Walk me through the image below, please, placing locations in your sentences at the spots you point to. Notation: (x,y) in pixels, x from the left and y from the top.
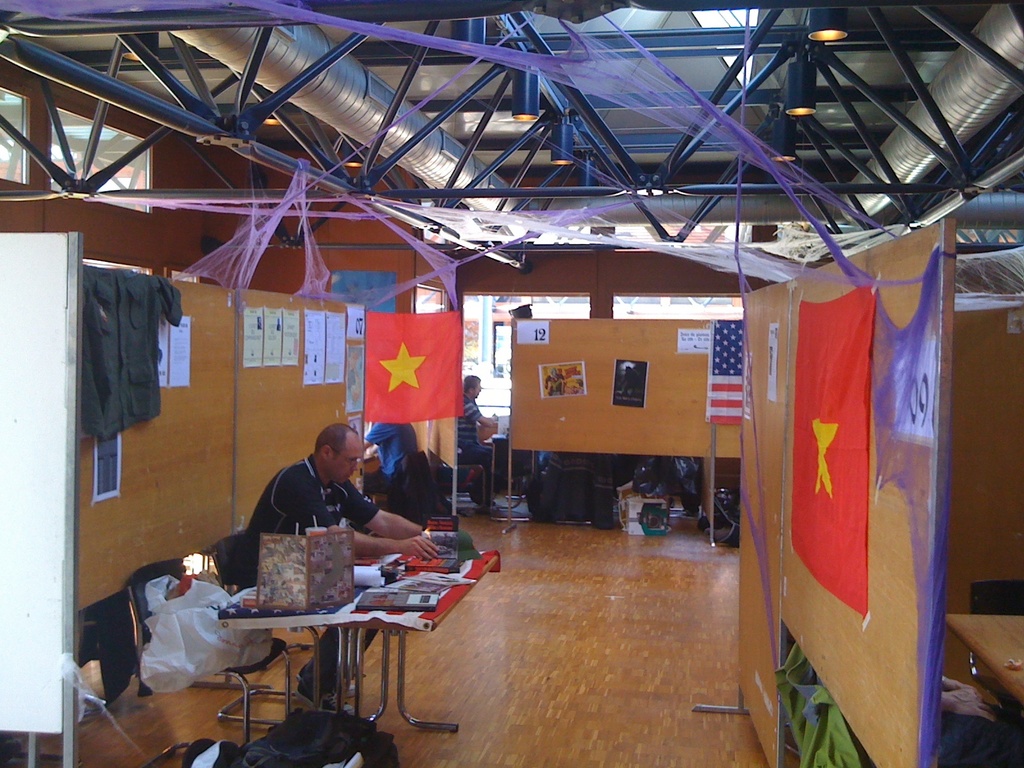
In the center of the image (353,461) there is a person (273,525) sitting on the chair (251,577), in front of him there is a table (331,589) on which there are objects (446,550). In the background of the image (587,448) there is a wooden board (641,332) on which there are posters (624,399), flags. To the right side of the image (881,717) there is a board (847,698) on which there is flag (805,417) and there is a net (893,355). At the bottom of the image (617,719) there is a wooden flooring (671,730). At the top of the image (488,42) there is a ceiling (860,95) with rods (479,130) and lights (783,150). To the left side of the image (99,295) there is a jacket (113,423) on the board (165,460).
